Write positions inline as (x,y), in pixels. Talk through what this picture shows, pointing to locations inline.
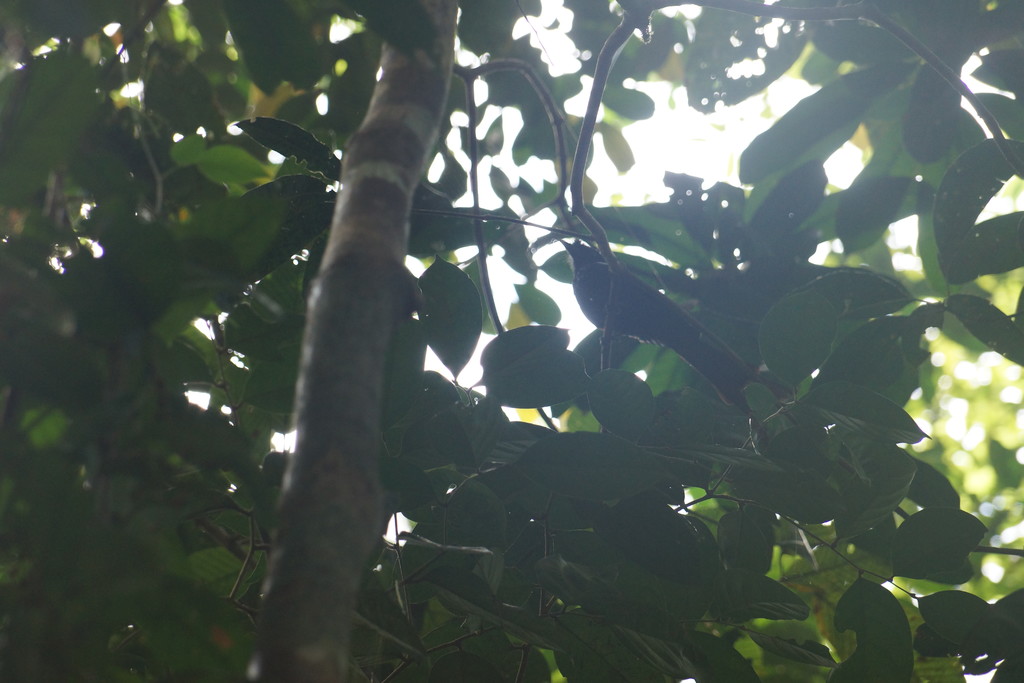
In this image there is a bird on the branch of a tree (334,553) and there are leaves (458,305) around.
